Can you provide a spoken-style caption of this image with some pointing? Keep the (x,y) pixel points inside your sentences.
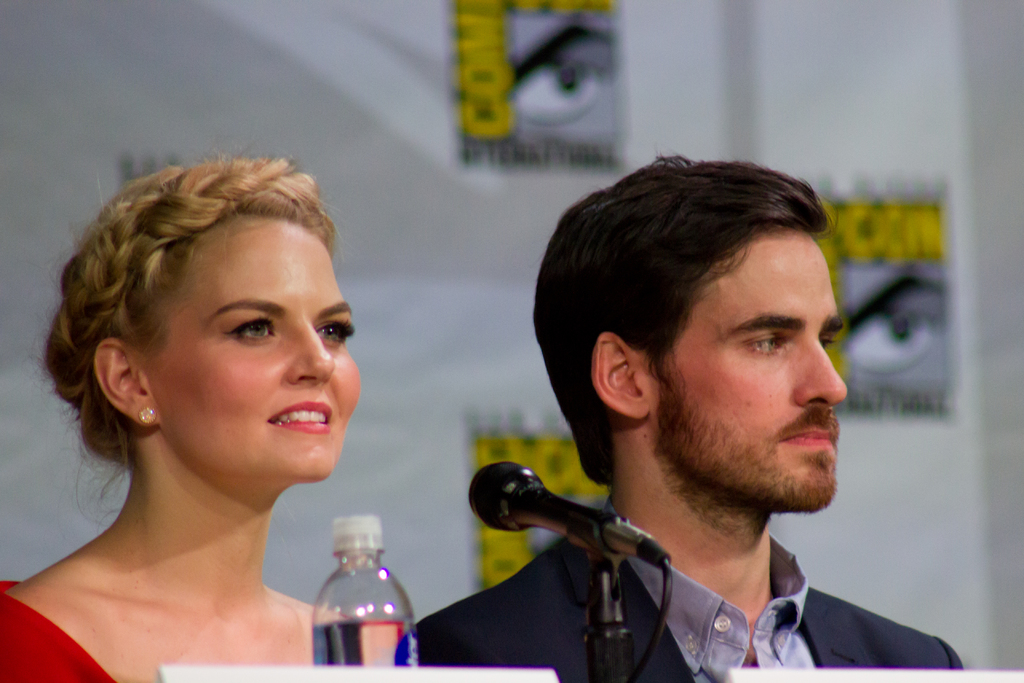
Here we can see a man (806,458) and woman (105,607) and in front of them we can see a microphone (523,526) and a water bottle (363,519) present and behind them we can see a banner (866,130) of comic con.
